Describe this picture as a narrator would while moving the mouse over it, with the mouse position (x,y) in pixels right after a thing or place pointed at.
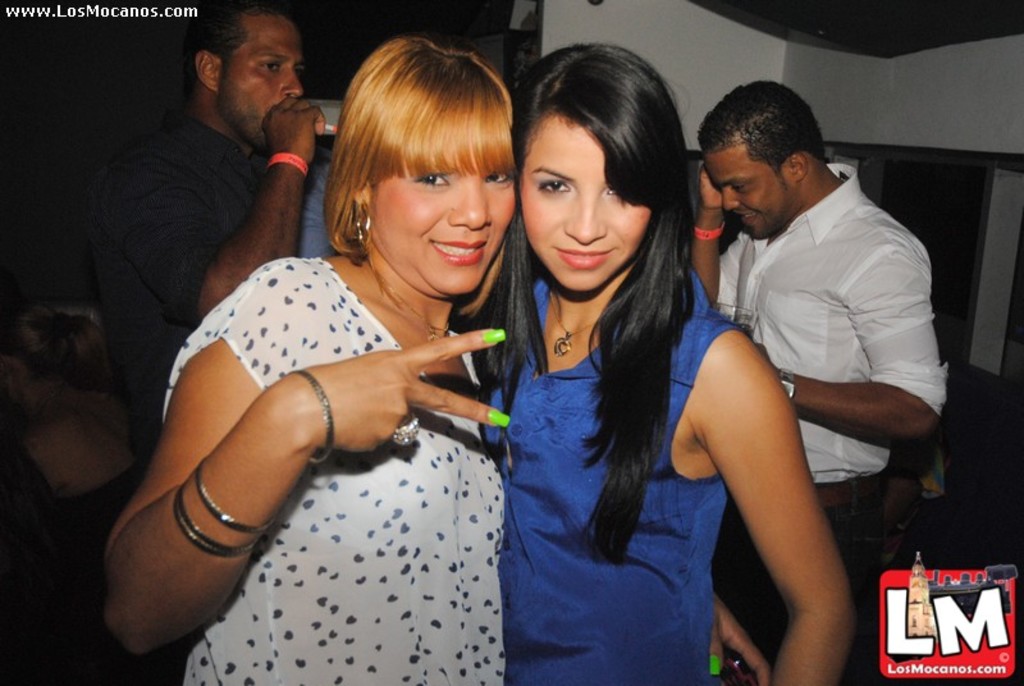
Here we can see four persons (416,541) and there is a logo (969,649). This is a wall (991,83) and there is a dark background (66,90).
